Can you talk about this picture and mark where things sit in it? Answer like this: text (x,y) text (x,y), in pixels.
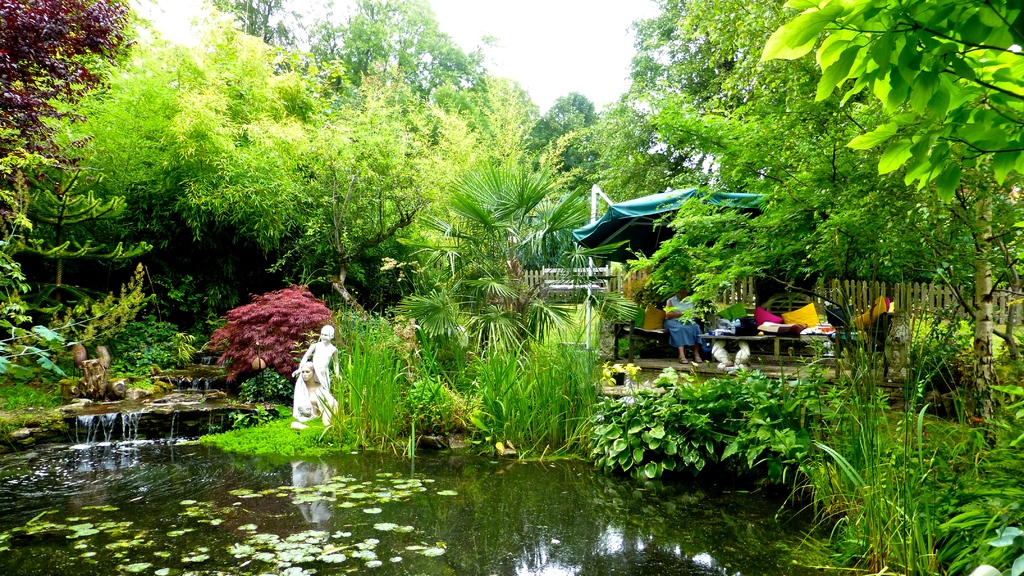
This is water (427,536). There are sculptures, plants (405,377), trees (394,252), fence (909,289), and few persons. There are pillows (731,307). In the background (609,83) there is sky (579,44).
